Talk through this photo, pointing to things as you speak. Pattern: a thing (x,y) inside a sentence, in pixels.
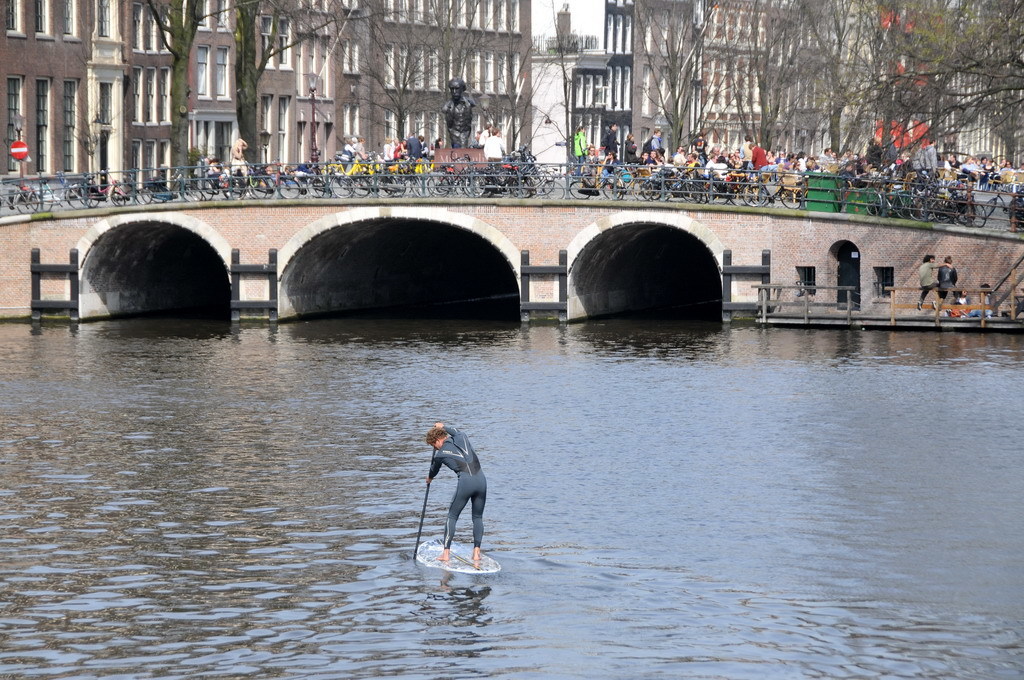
In this image there is a person (463,498) standing on something, which is in the water (580,583) and he is holding an object (419,528) in his hand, above the water (449,330) there is a bridge (769,258). On the bridge (19,182) there are few people (244,170) and few vehicles (458,186). At the center of the image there is a statue (446,113). In the background (508,69) there are buildings (496,67) and trees (409,64).
